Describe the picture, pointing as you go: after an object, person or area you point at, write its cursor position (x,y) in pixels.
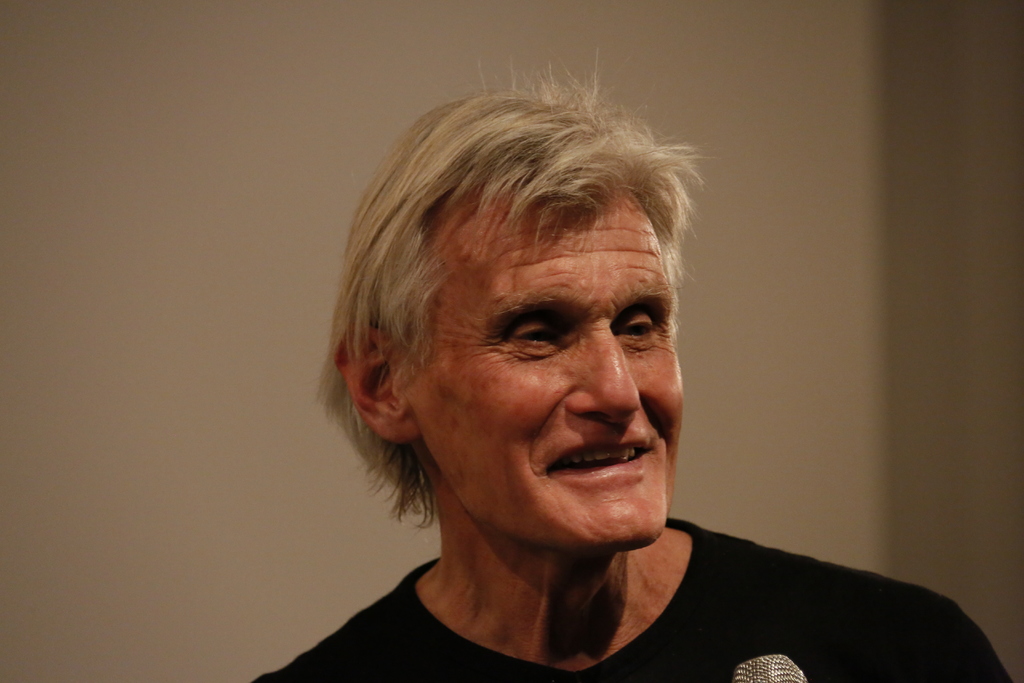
In this picture I can see a man (638,540) in the middle (584,381), he is wearing the t-shirt (746,643).
